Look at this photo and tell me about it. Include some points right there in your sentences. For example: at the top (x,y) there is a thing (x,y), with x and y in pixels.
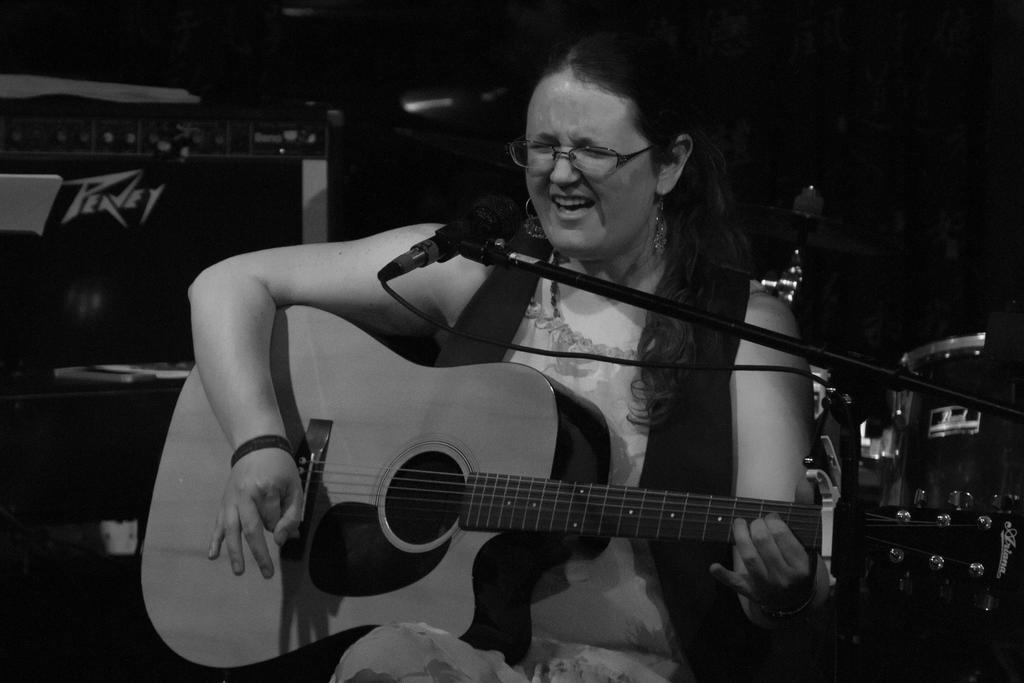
A woman (553,217) is singing with a mic (487,207) in front of her while playing a guitar (729,527).
